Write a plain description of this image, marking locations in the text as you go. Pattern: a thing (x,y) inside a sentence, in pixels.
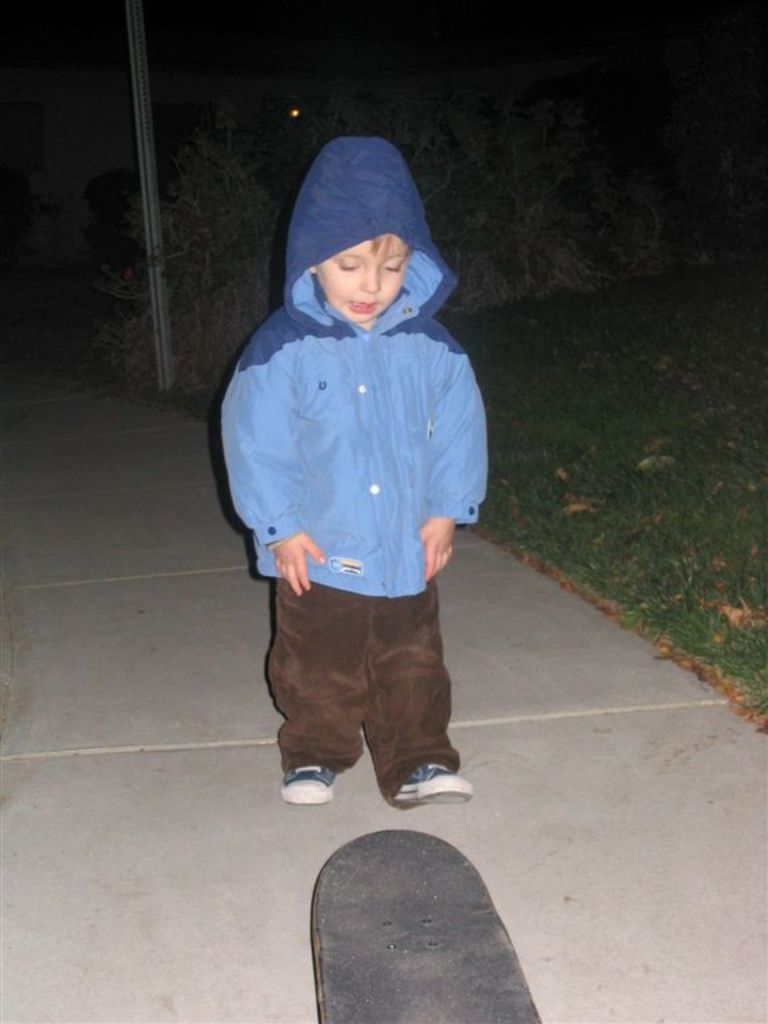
In this picture there is a small boy (383,329) in the center of the image (323,621) and there is greenery (723,57) in the background area of the image (447,149).
